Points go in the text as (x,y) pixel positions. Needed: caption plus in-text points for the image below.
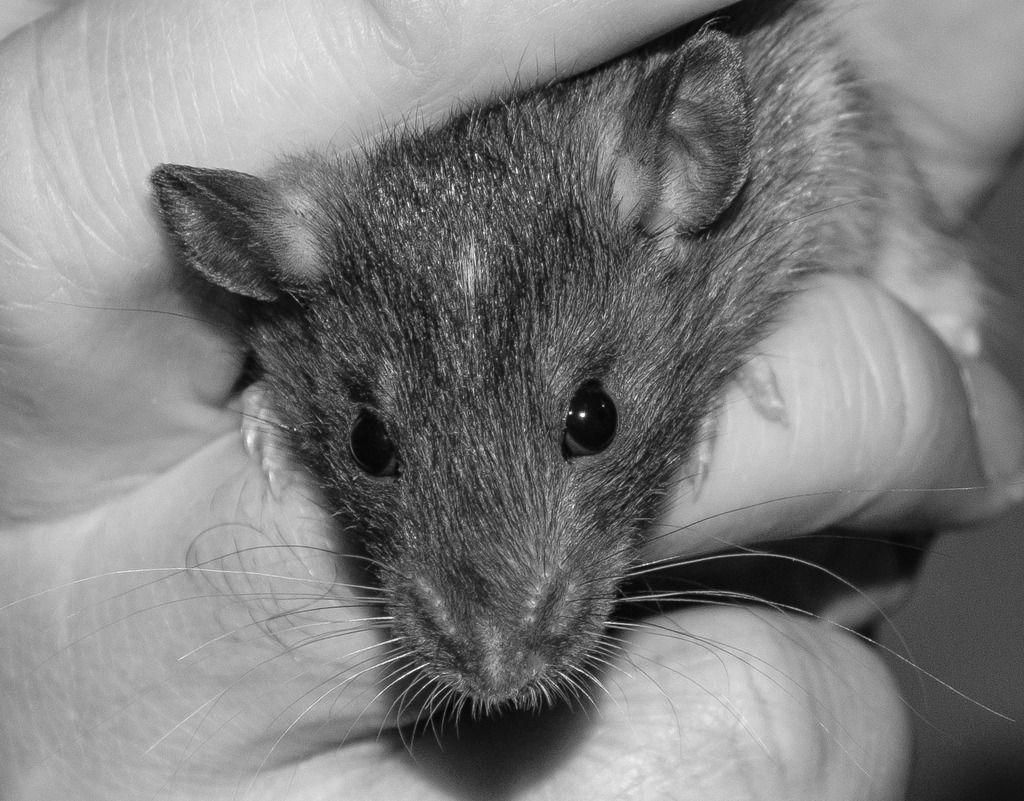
In the foreground of this black and white image, there is a rat (463,360) in the hand (182,584) of a person (182,347).
